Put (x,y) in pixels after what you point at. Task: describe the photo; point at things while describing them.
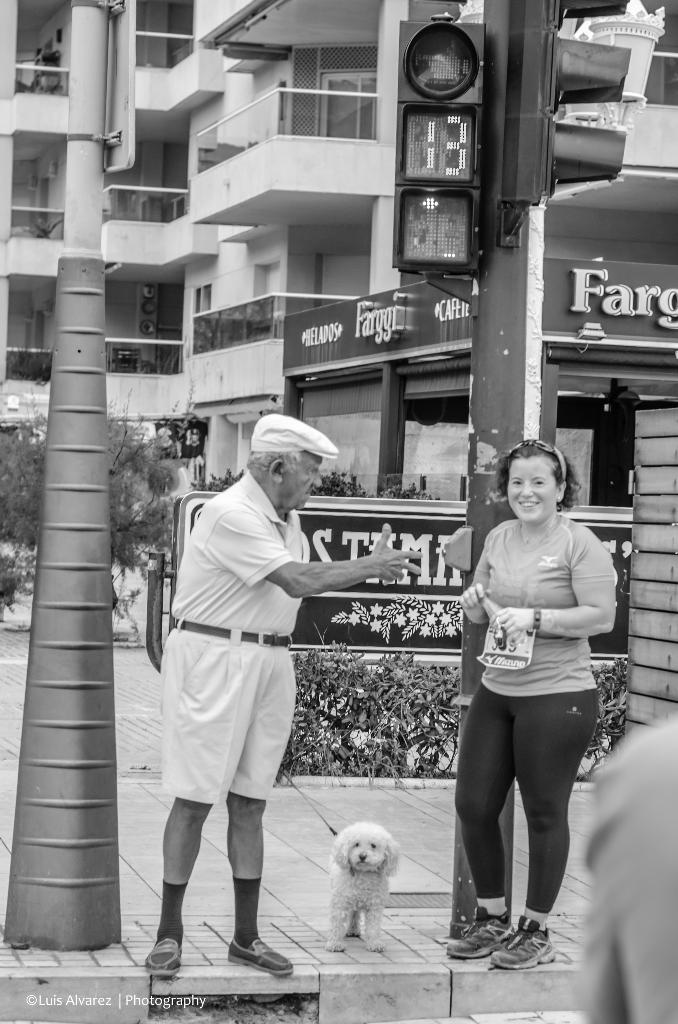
Here a man (251,625) and woman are standing in between them there is a dog (374,902). Behind them there is a traffic signal (430,161), building (297,264) and plants (402,671).
